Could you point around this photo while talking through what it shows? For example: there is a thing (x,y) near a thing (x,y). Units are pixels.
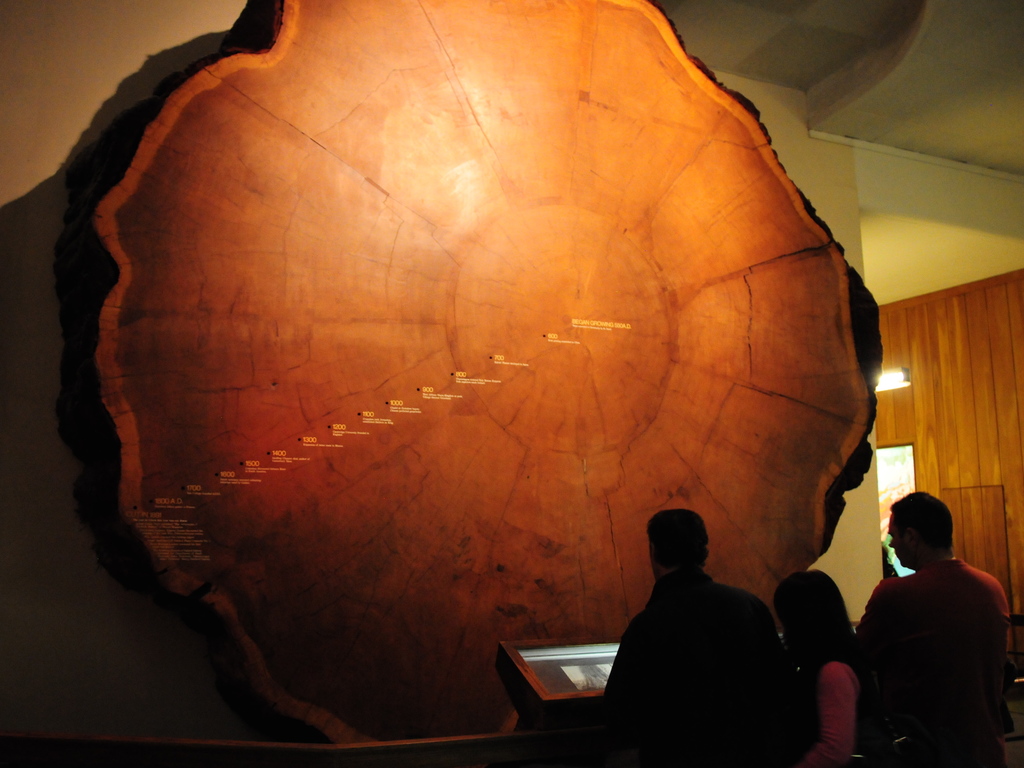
In this image there is a big slice of wooden trunk (505,273) attached to the wall (108,110). There is a display screen (574,670). Before it there are few persons (822,699) standing on the floor (1019,758). Right side (902,374) there is a light (886,380), below it there is a door (894,488).
